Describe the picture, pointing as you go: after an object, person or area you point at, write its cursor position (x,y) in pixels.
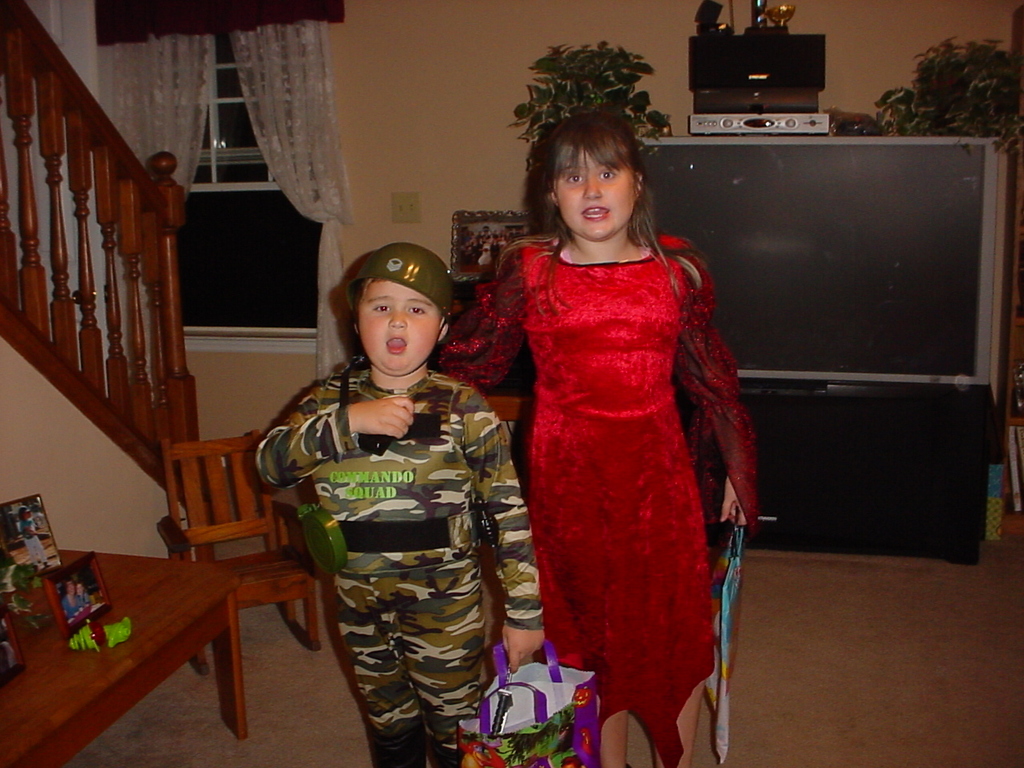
In the center of the image (382,376) we can see two people (477,396) standing and holding bags (528,715) in their hands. In the background (783,345) there is a television (783,345) placed on the stand (780,490). There are chairs (202,541) and a table (142,634). There are things (74,613) placed on the table (60,634). In the background (57,417) there is a wall (493,75), plants (569,94), window (245,174) and a curtain (249,116).
